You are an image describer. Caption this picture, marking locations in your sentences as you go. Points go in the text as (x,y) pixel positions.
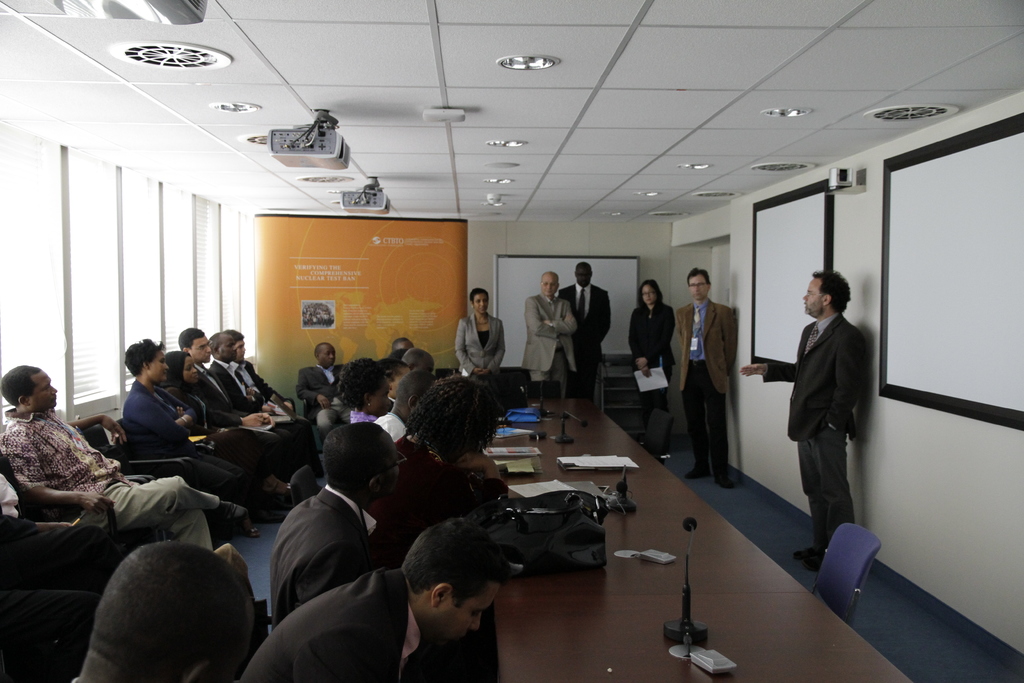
In this image, we can see a conference room (745,160). There are some persons (316,620) at the bottom of the image (320,624) sitting in front of the table (513,612). There are some persons (321,403) on the left side of the image (179,384) sitting on chairs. There are some lights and projectors (324,153) on the ceiling (373,113) which is at the top of the image (483,78). There is a person (833,367) on the right side of the image (832,366) standing in front of screens (807,237).
